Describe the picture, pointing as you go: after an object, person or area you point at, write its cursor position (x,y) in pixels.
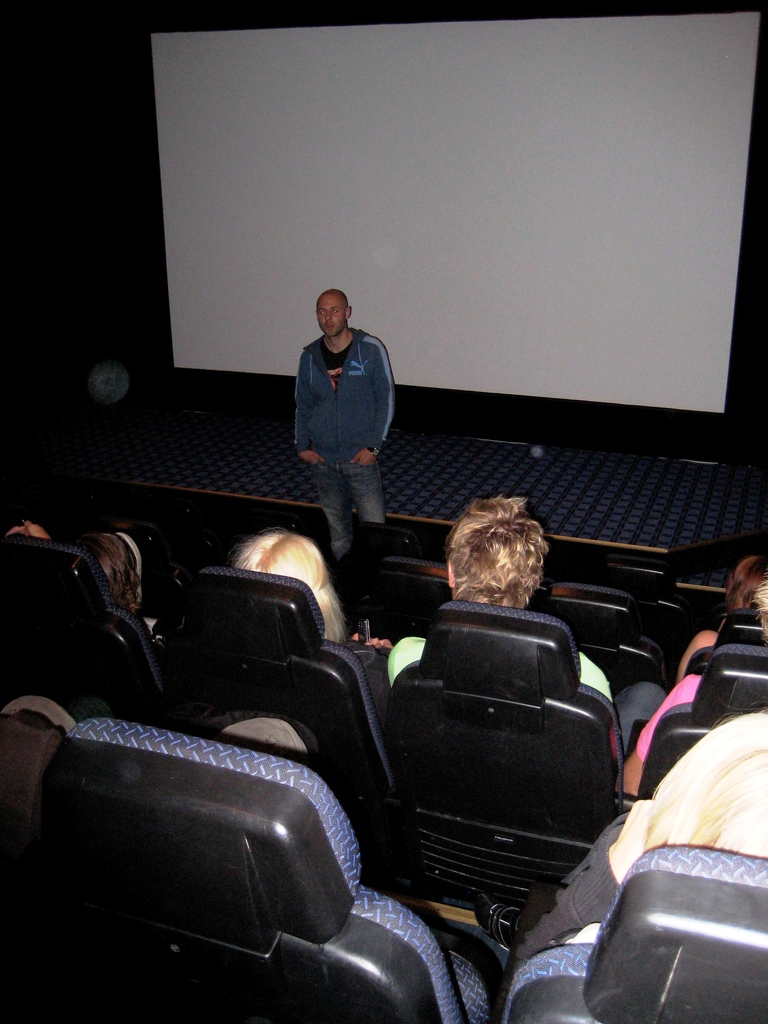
In this picture we can see some people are sitting on a chairs (504,796), in front one person (342,446) is standing and talking, behind we can see white color board (482,261).
